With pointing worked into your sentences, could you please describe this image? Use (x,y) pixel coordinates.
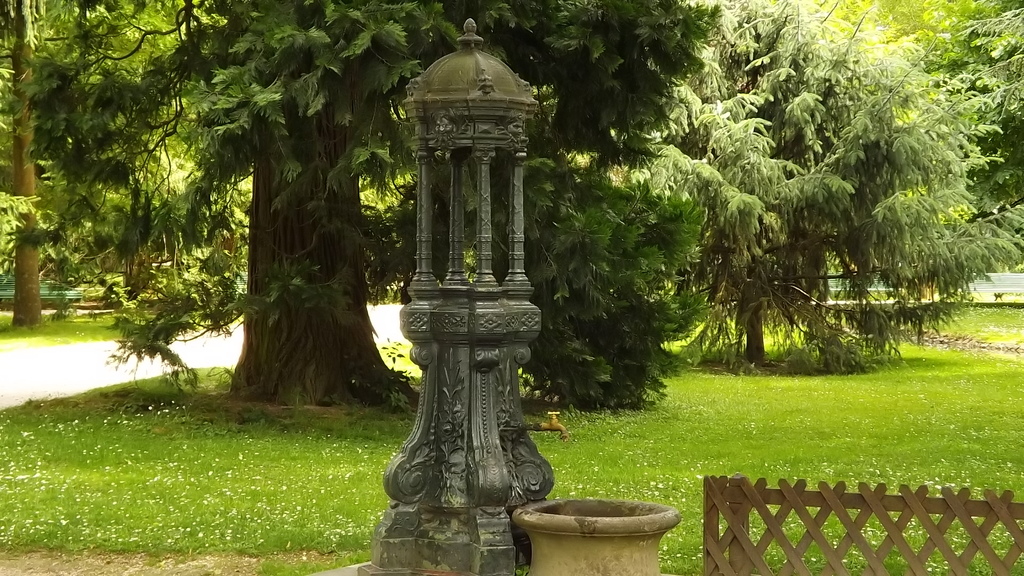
In this image we can see a fence (798,506), at the right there is a tap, at the bottom (561,517) there is a pot (575,531), there are trees (628,218), there is a grass (612,450) on the ground (0,561).
